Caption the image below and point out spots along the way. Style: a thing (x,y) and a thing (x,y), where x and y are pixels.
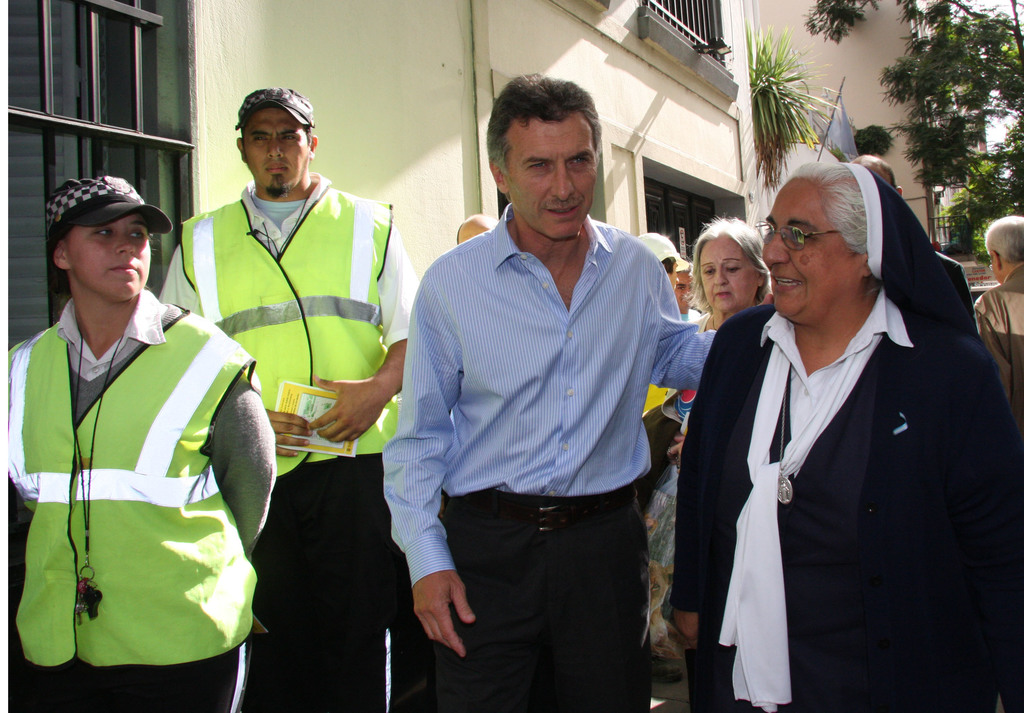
Here in this picture we can see a group of people (611,316) standing over a place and the two people (634,425) on the right side (698,348) are smiling and the two people (390,417) on the left side (206,438) are wearing aprons (135,372) and caps (145,225) on them and behind them we can see a building (168,119) present and we can also see plants (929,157) and trees (970,150) present in the far.
